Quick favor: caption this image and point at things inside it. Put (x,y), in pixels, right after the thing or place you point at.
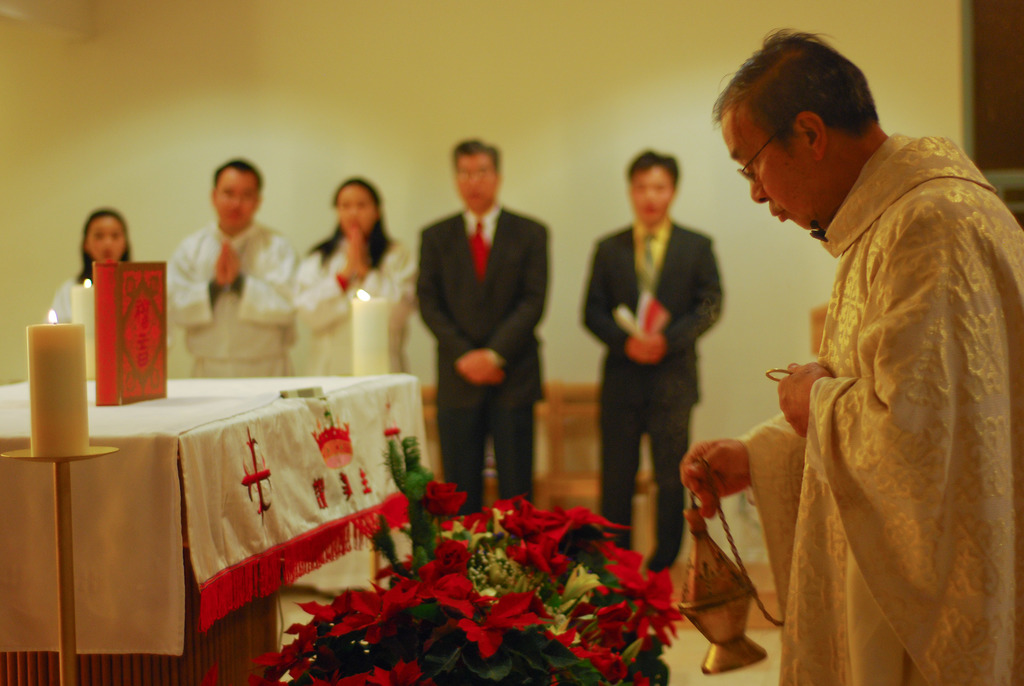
In the picture we can see five people (496,257) are standing near the wall (420,80), two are women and three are men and two men (426,265) are in blazer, ties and shirts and in front of them, we can see a man (929,518) standing and holding something in the hand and in front of him we can see a plant (357,671) with flowers (328,659) to it and behind it we can see a table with tablecloth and on it we can see a book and three candles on the candle stand (59,524) on both the sides of the table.
